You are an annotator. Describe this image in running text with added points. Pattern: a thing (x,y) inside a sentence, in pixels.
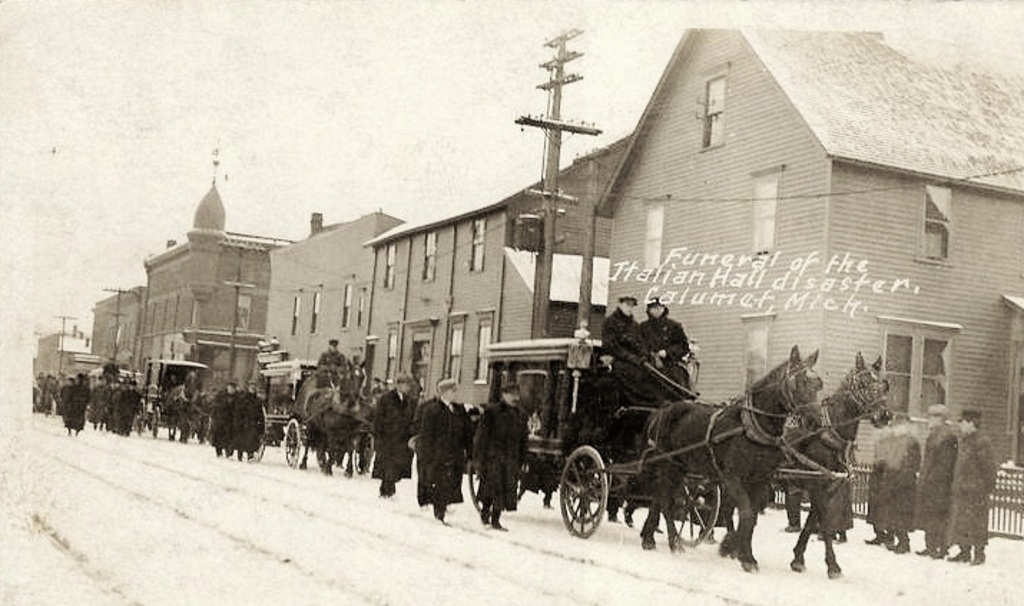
In the foreground of this image (382,433), there are people (241,425) walking on the snow path (325,476) and few are sitting on the horse carts (351,421). In the background (449,243), we can see buildings (292,262), poles (236,338) and the sky (309,72). There is text (706,269) on the right side (767,274).
